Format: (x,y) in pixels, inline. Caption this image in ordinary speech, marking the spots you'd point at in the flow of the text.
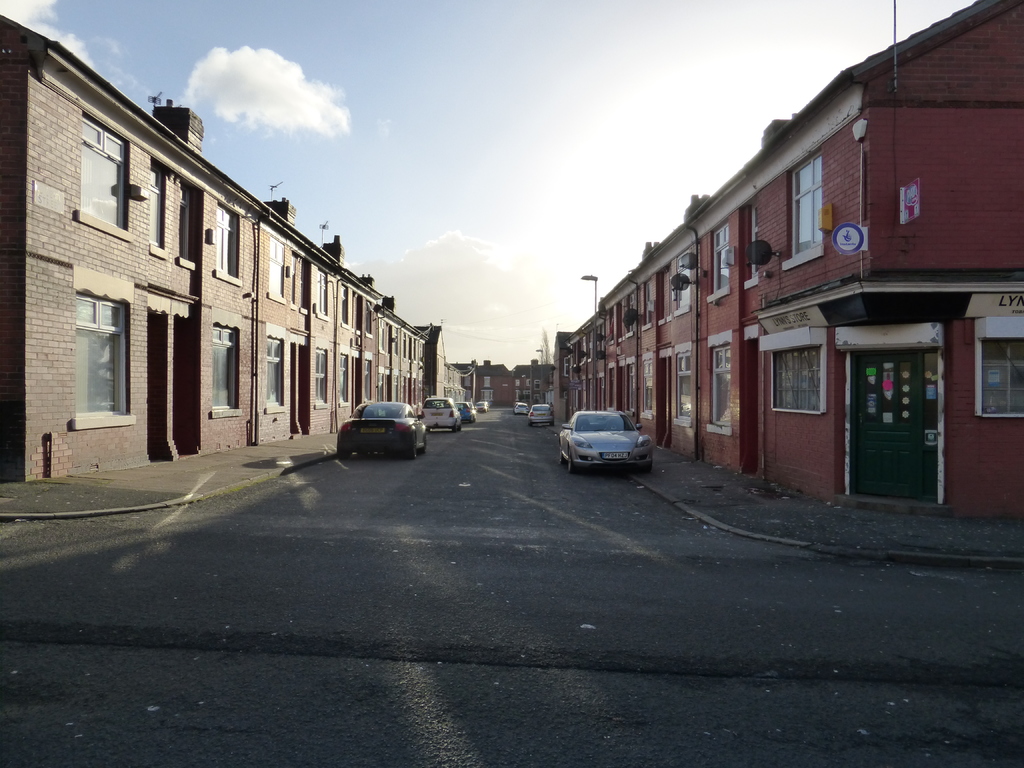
In this picture we can see few buildings (408,363) and vehicles (535,423) on the road (457,485), in the background (589,309) we can see few poles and clouds (541,315).
